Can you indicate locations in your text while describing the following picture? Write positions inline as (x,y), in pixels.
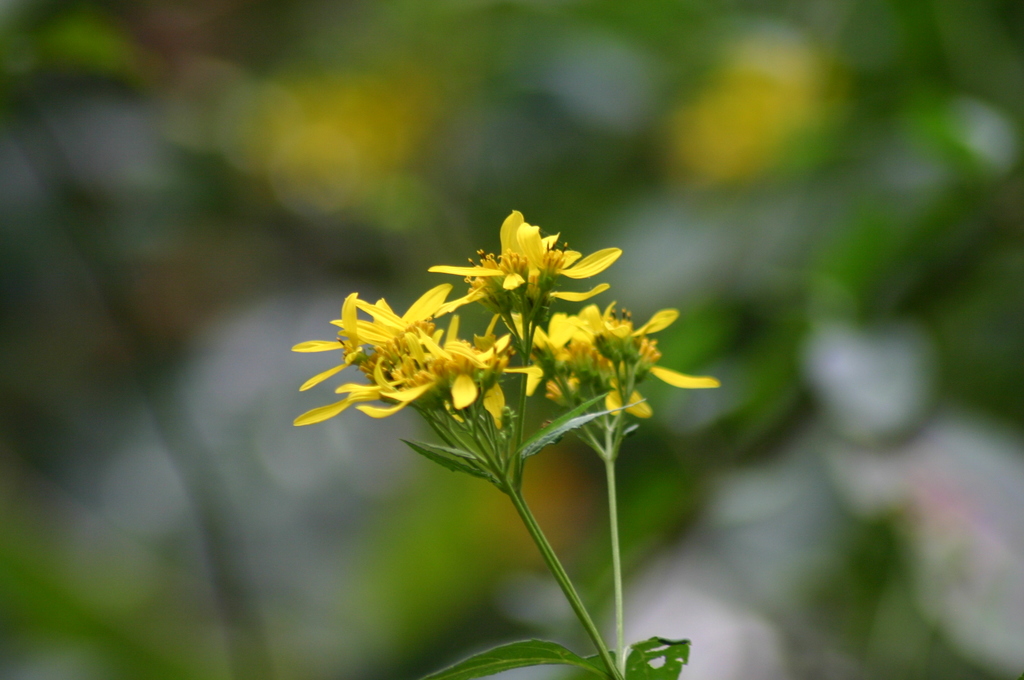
This is a macro photography of some yellow colored flowers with a blurred background (733,119).
